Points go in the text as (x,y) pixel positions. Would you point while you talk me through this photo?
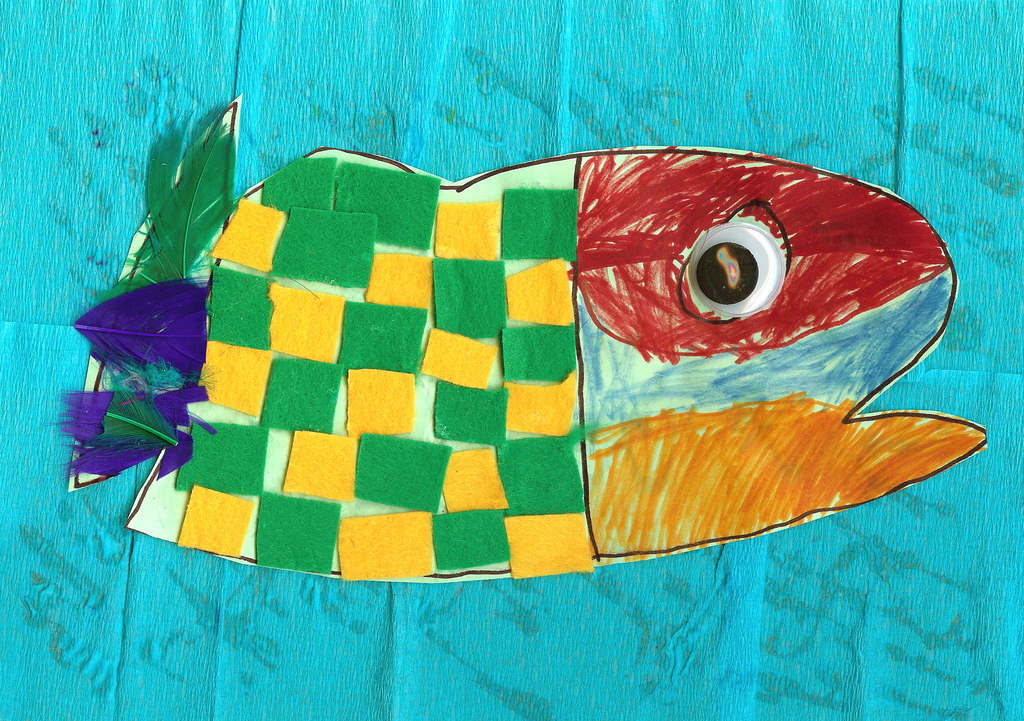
In this picture I can see the paper art (118,373) of a fish (466,201), on an object (766,28).
